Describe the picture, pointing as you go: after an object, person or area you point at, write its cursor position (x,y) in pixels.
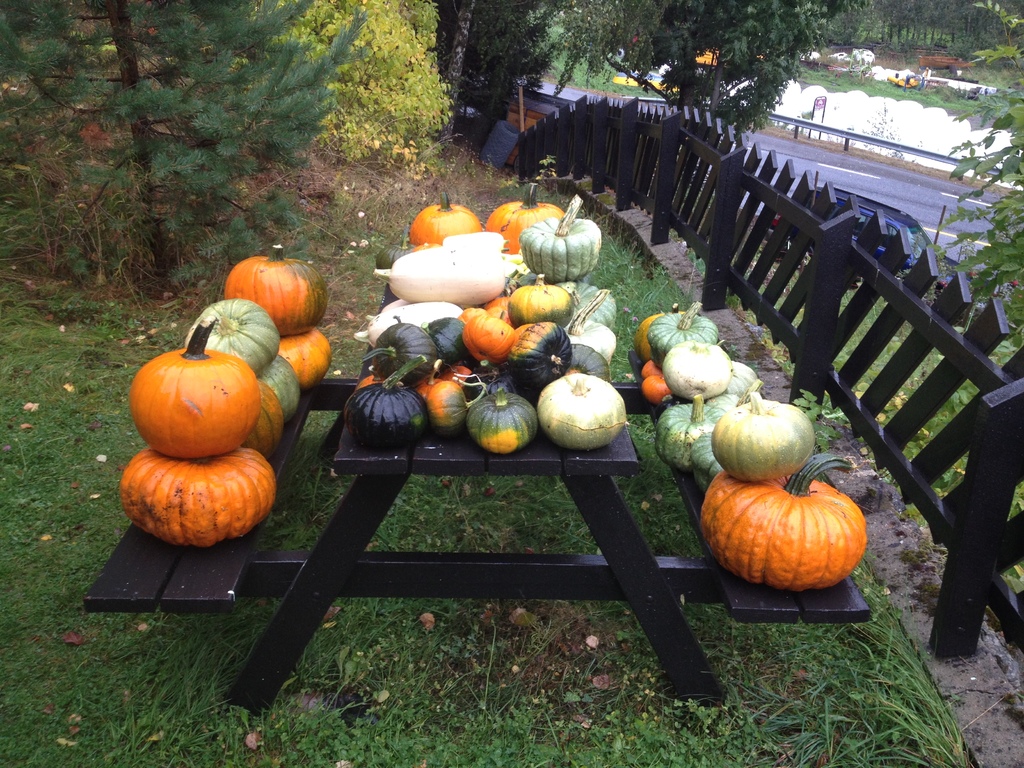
The image is taken in the garden (433,33) of a house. In the foreground of the picture (806,484) there is a bench (623,462), on the bench (529,458) there are pumpkin (539,343). On the right (1016,300) there are plants (1016,219), tree (1009,251), railing (895,278), car (906,217) and road (954,212). In the center of the picture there are trees (268,190), plants (291,201) and grass (345,209). At the bottom (452,728) there are plants (534,712) and grass (412,642). In the background (871,54) there are trees (908,45), railing (844,130), plants (861,78) and other objects (871,109).
